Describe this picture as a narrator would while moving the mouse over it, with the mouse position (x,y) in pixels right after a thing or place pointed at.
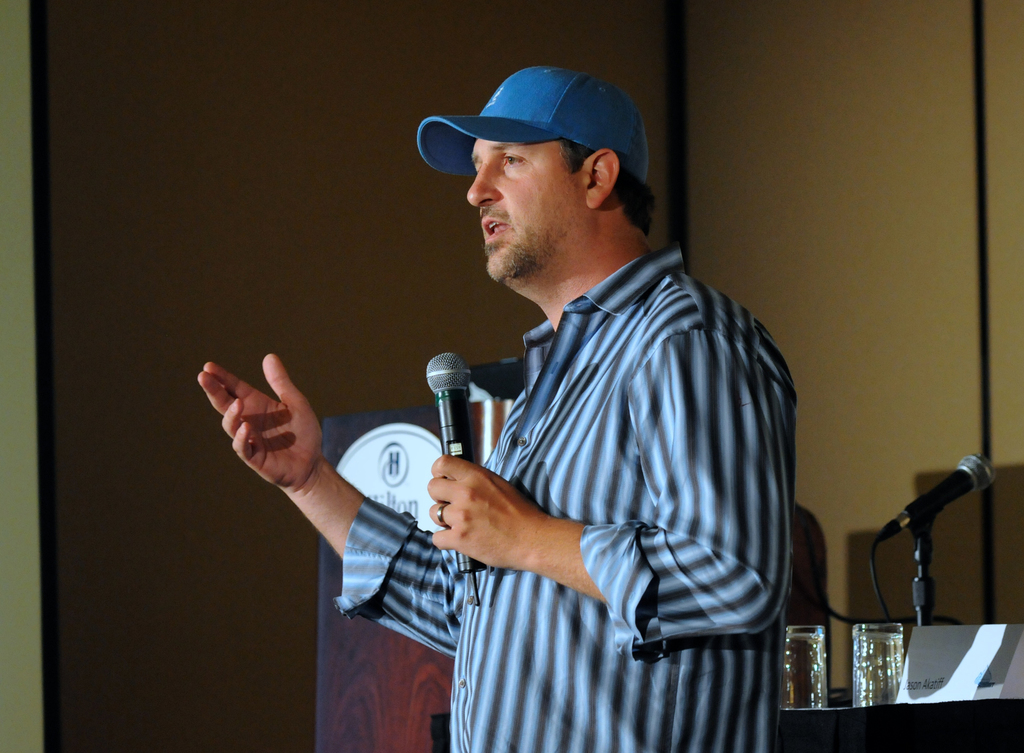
In this image In the middle (608,493) there is man (625,468) he wears shirt (627,442) and cap (533,123). he is speaking he hold a mic (443,452). In the background (879,587) there is a table (947,720), glasses (867,680), mic (921,514) and wall (825,286).
